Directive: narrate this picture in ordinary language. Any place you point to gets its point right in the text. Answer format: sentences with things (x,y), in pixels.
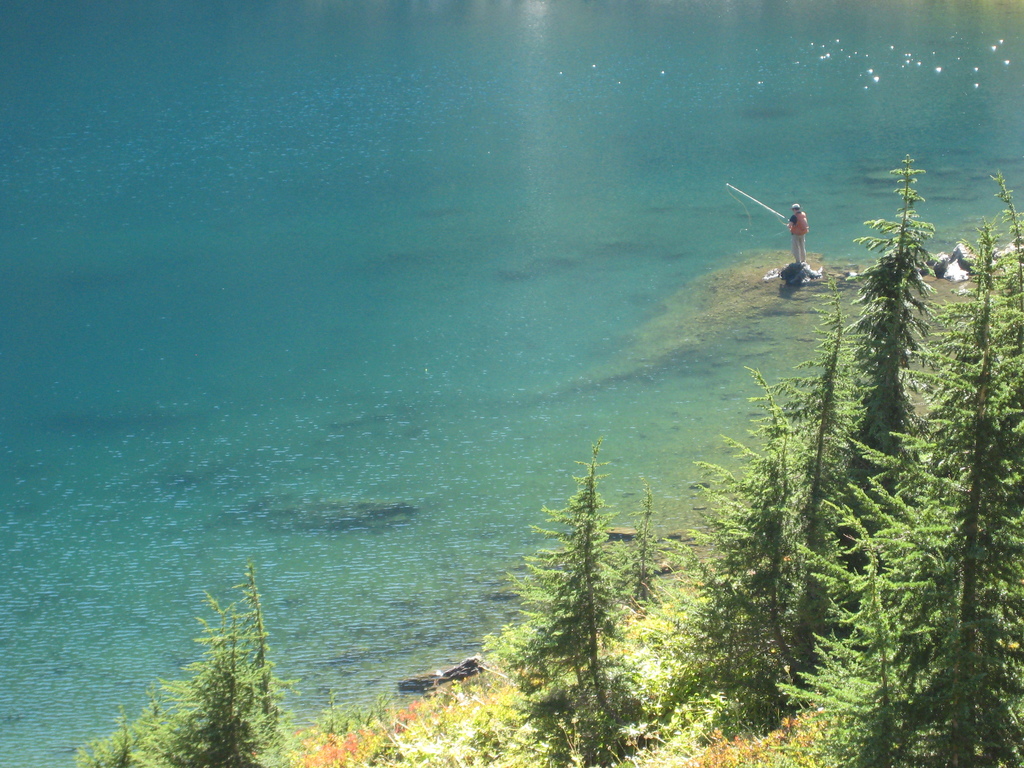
In the foreground (796,754) we can see the trees (587,591) on the side of the ocean (696,504). Here we can see a man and he is holding the fishing device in his hands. Here we can see the water (420,59).
